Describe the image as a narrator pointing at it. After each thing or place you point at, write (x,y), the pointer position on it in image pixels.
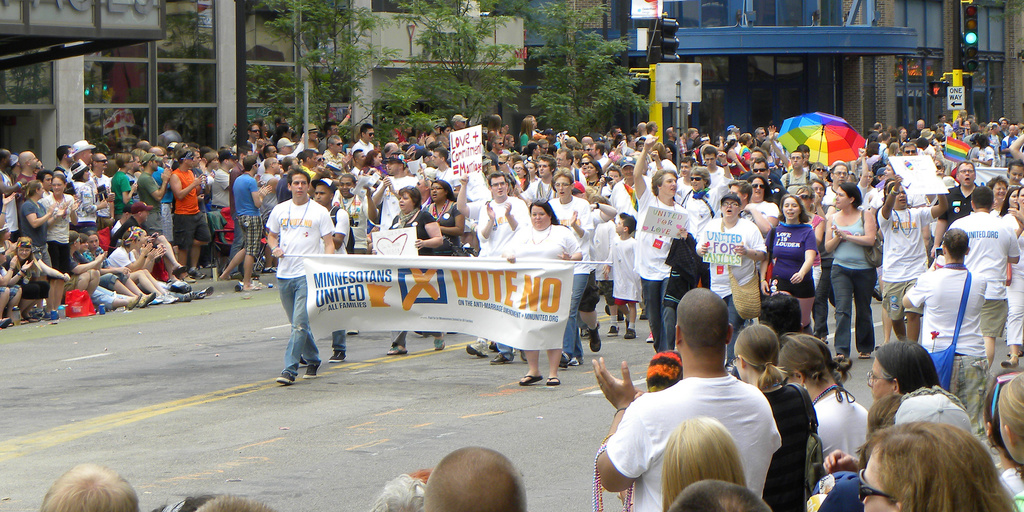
In this image there are few people (550,235) walking on the road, few are holding banners (415,247) in their hands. On the right (701,444) and left side of the road (573,468) there are few spectators (837,415). In the background (637,57) there are buildings (522,51), trees (587,76) and there are poles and signals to a side of a road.
